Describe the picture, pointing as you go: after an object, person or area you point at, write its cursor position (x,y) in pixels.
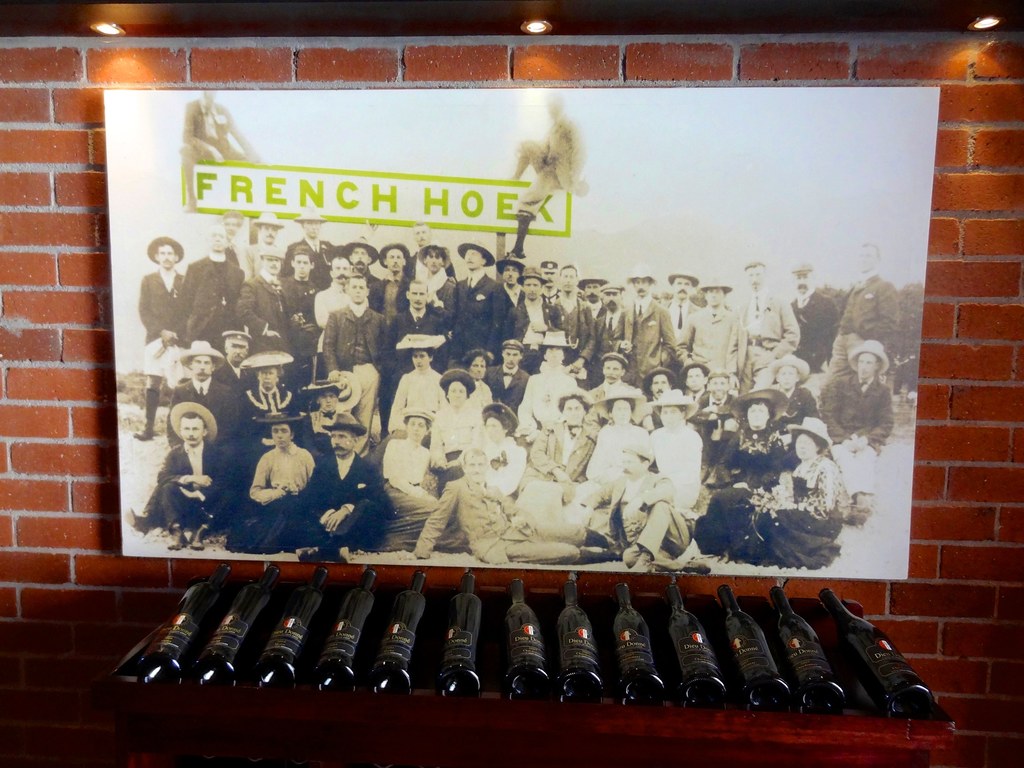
In this image there is a poster (372,363) of few people (311,409), in front of the poster (365,526) there are bottles (458,656) on the wooden table (557,735). In the background (28,241) there is a wall (53,485) with red bricks (56,232). At the top (595,2) there is a ceiling (447,15) with lights (119,33).
